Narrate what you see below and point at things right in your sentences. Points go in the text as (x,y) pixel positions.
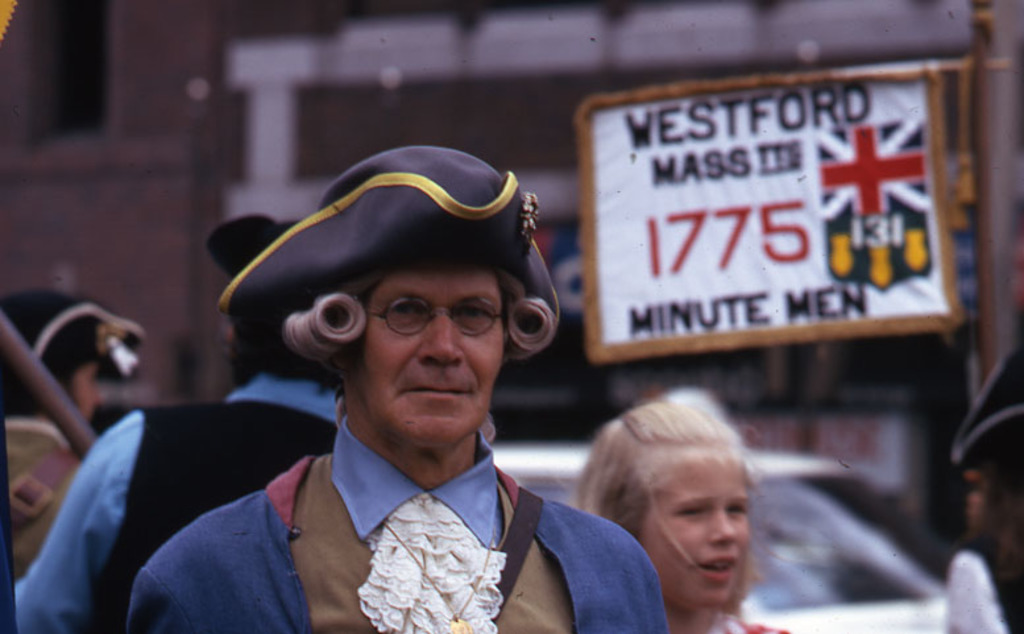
In the foreground of the picture (403,566) there is a person (390,573) in traditional costume (448,573), behind him there are people (212,470) and a vehicle (790,459). On the right (795,220) there is a board (761,162). The background (552,185) is blurred.
